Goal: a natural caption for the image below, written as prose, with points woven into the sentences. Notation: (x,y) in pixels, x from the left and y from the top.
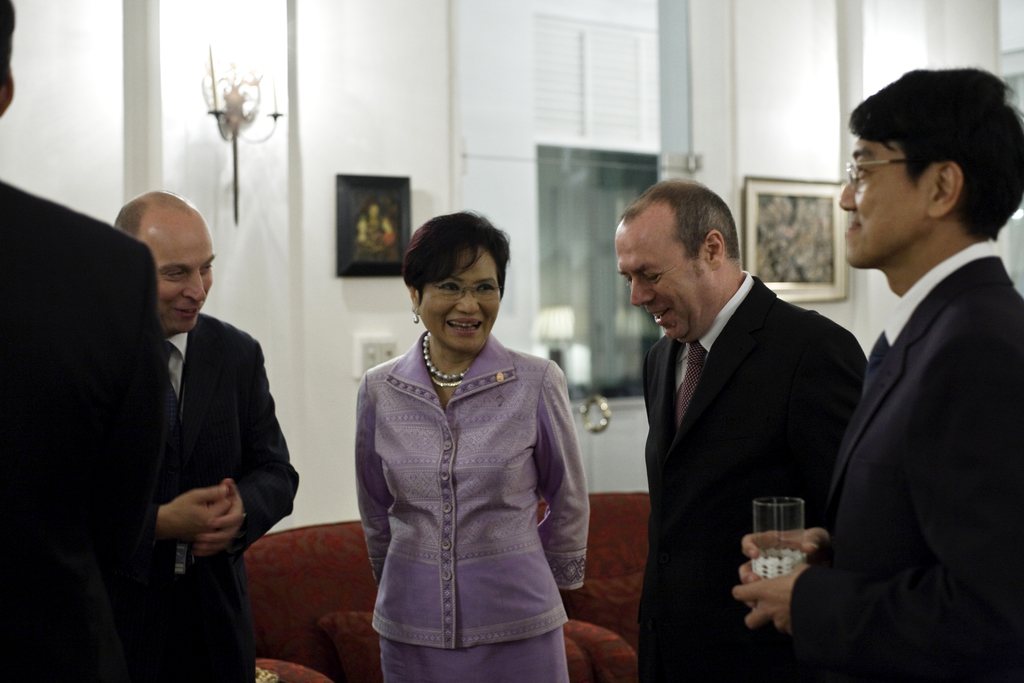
In this image there are five persons (277,433) standing, towards the left of the image (61,437) there is a person (63,451) truncated, towards the right of the image (897,501) there is a person (827,612) holding a glass (773,561), there is a sofa (611,562) behind the person (573,575), there is a wall (478,76) behind the persons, there is a photo frame (363,230) on the wall (383,173), there is a light (226,99), there is a window (575,299).
